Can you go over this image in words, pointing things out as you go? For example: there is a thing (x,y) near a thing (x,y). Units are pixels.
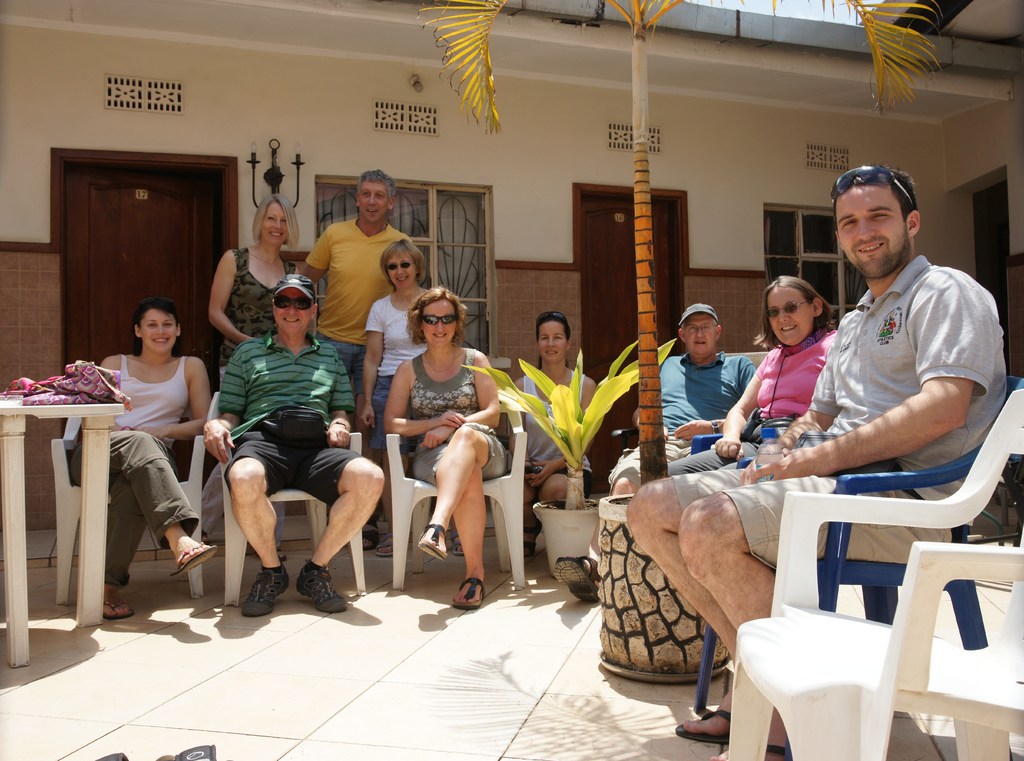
There are group of people (422,420) sitting in chairs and there are three people (343,237) standing behind them and there are doors (133,220) in the background (602,269).
